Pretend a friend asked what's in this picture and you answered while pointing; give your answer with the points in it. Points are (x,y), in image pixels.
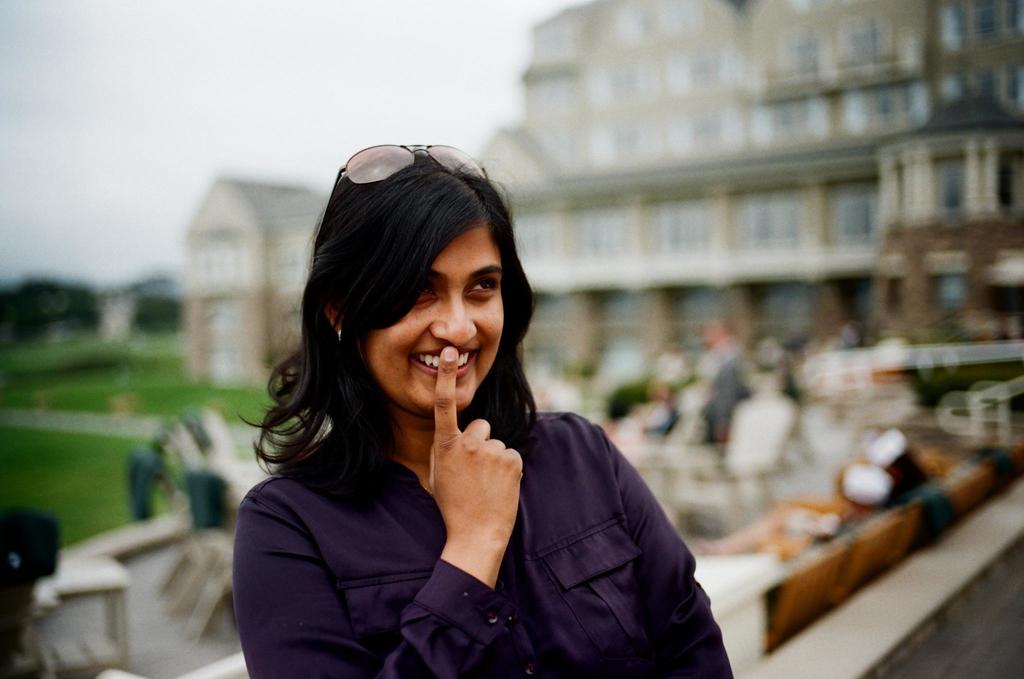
In this picture there is a lady (587,647) in the center of the image (486,273) and the background (23,232) area of the image is blurred.
